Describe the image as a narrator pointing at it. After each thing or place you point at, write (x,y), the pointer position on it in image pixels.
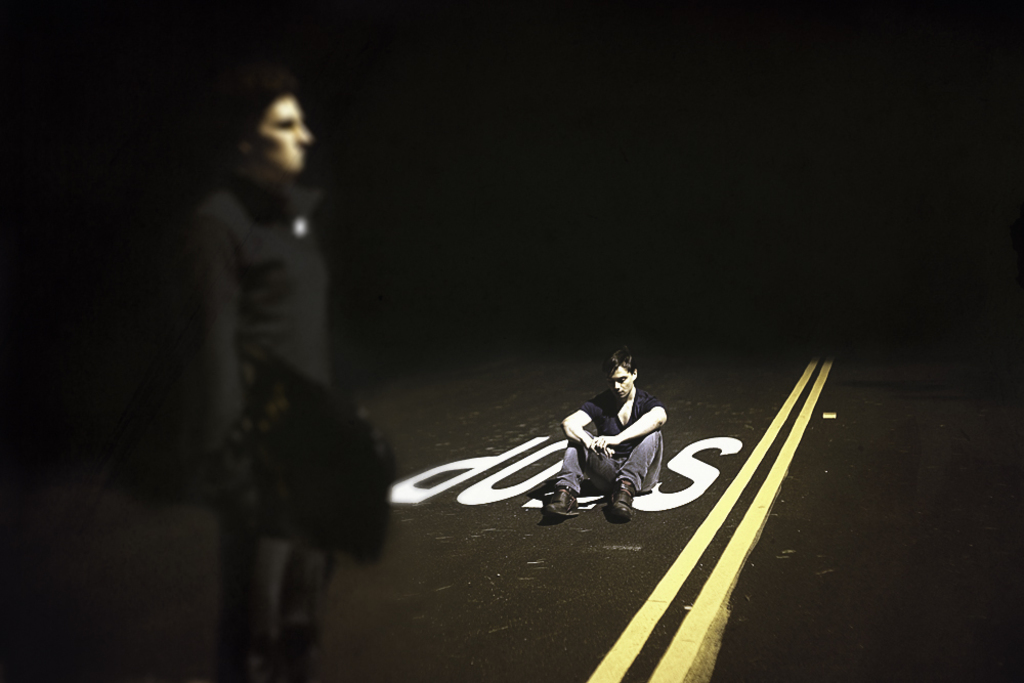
In the picture I can see two men (598,424) among them one is standing and the other is sitting on the road (641,503). On the road (659,531) I can see something written on it. The background of the image is dark.
